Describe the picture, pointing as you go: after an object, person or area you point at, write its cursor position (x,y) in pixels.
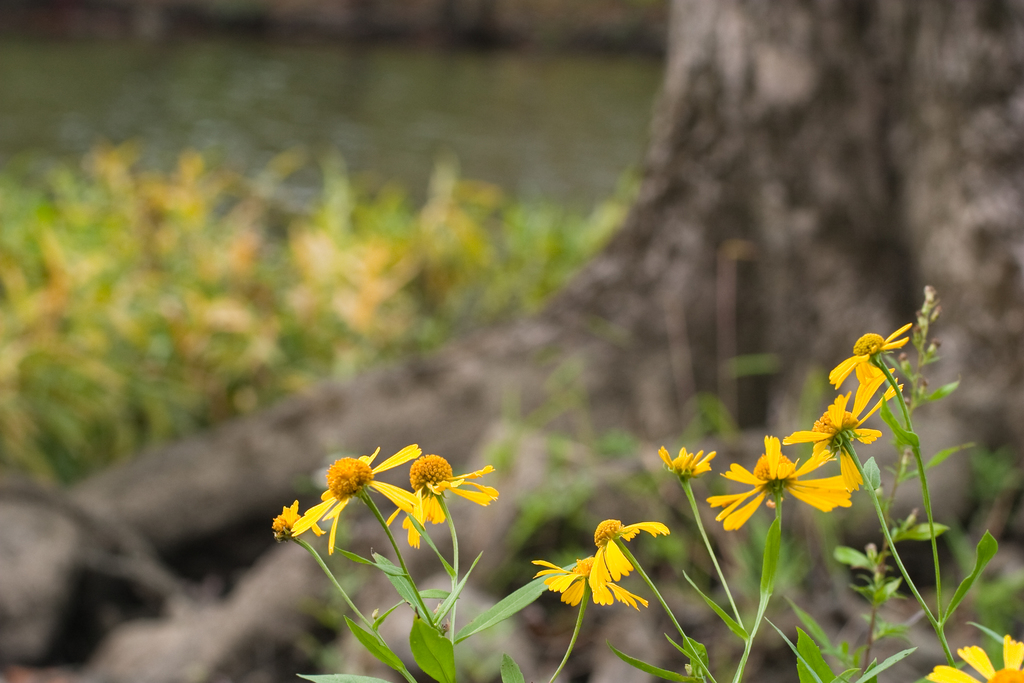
In this picture we can see many small yellow flowers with green stalks (374,501) and leaves (433,642).
